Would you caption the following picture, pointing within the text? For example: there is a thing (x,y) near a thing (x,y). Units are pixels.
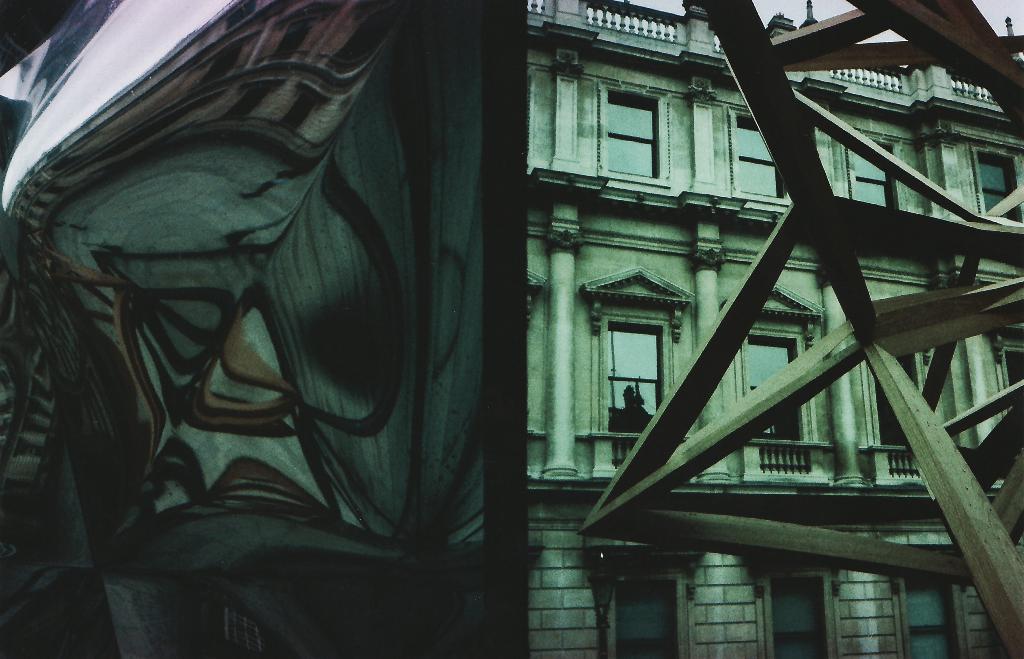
In this image I can see building (763,243), on the building (772,353) I can see windows (627,372) and I can see a pole (1017,223) in front of the building (791,458).
